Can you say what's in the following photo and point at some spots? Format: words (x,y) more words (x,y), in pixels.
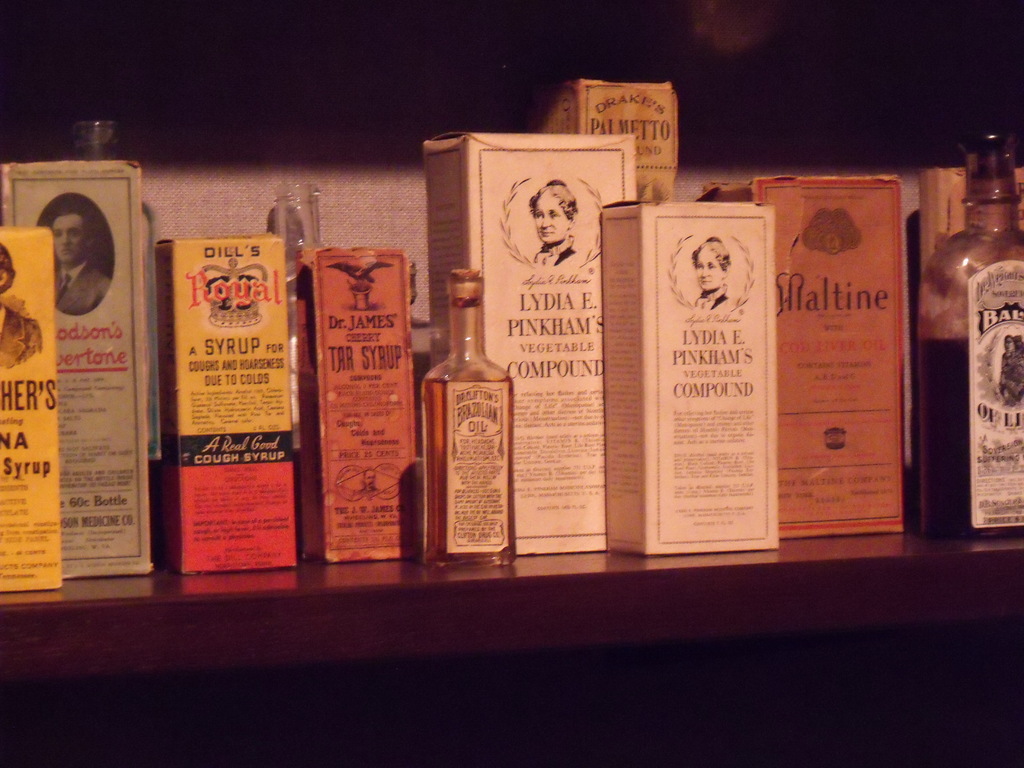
In this image we can see the group of bottles (935,456) and boxes (131,300) with pictures (13,324) and text (21,575) are placed on the wooden surface (281,611). In the background (389,198), we can see the wall (763,96).
